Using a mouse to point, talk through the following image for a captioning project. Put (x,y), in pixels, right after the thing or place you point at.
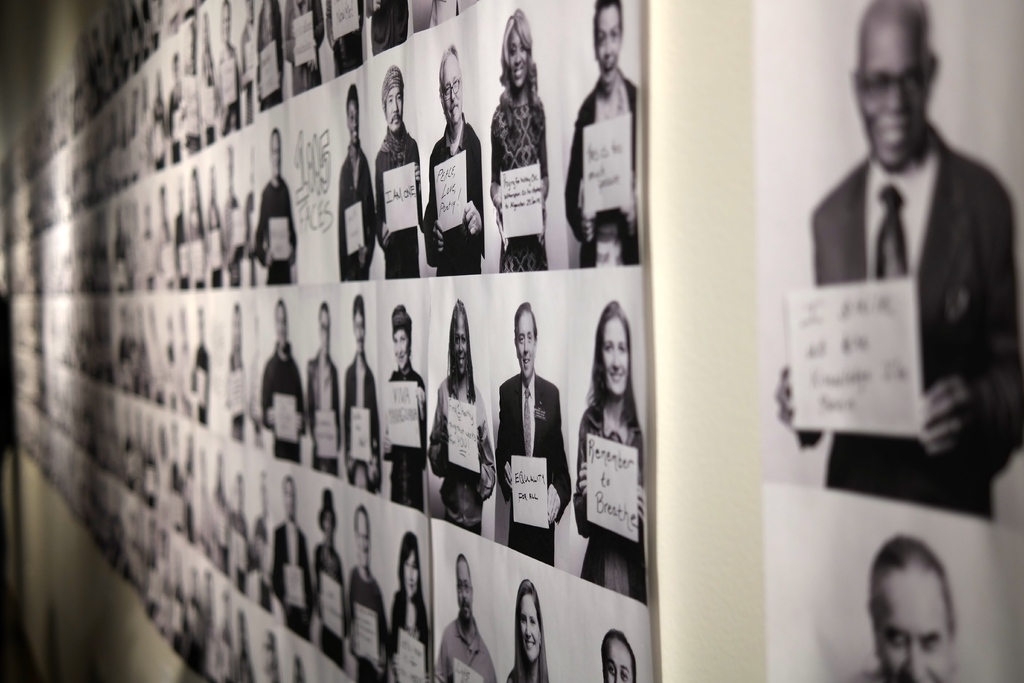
In this image I can see number of photos (441,390) of people (633,103) on the wall (704,468). I can see they all are holding boards (404,174) and on these boards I can see something is written.
